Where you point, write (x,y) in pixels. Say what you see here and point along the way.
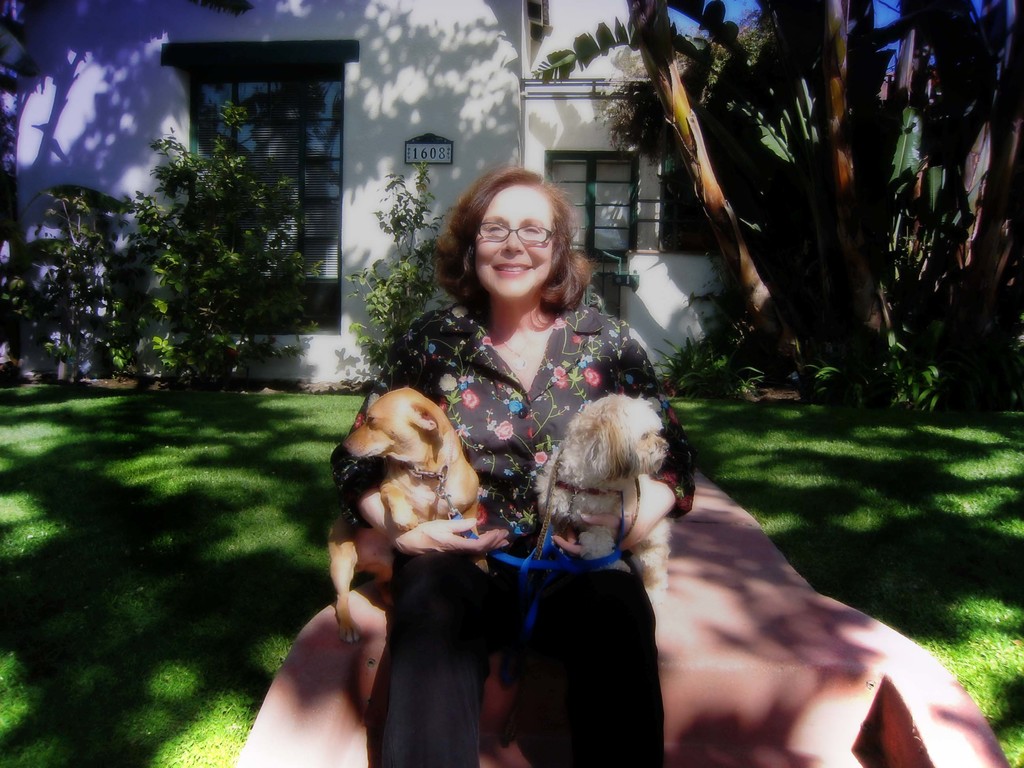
In this image we can see a woman (439,667) is sitting on the stairs (723,625). She is holding dogs (602,440) in her hands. Behind her, we can see grassy land (713,465), plants (194,286), trees (777,131), board (424,157) and a house (510,152). Behind the trees (801,18), we can see the sky (737,15).
